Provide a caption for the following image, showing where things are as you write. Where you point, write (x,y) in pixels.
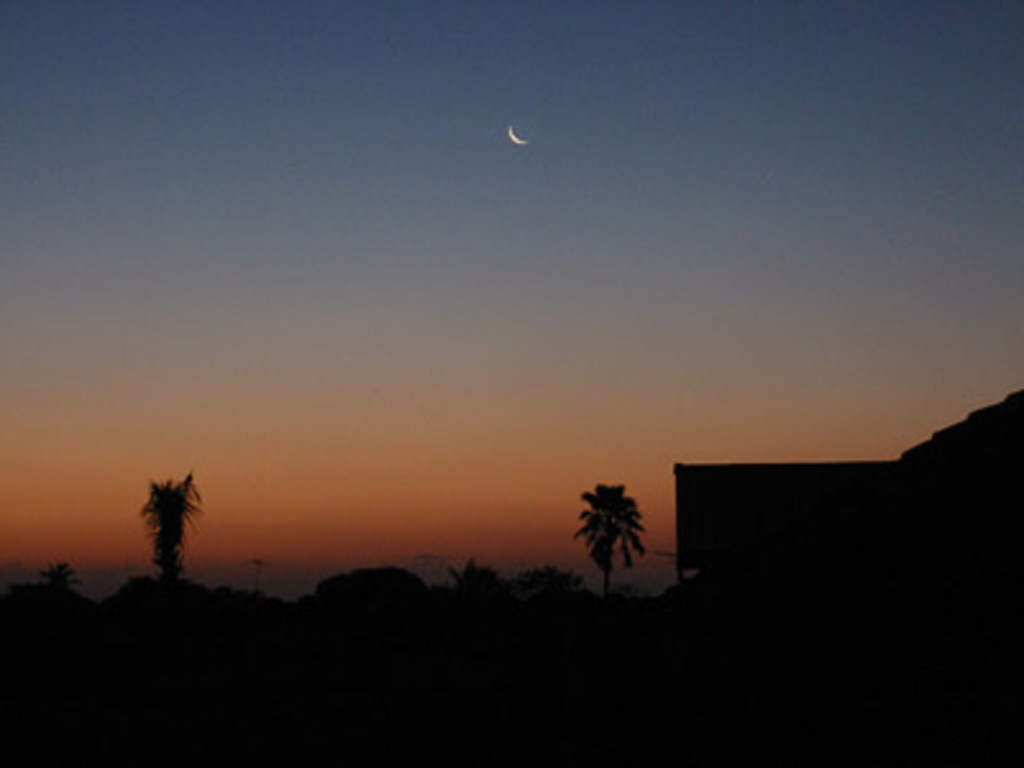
These are trees (169,548), this is sky (776,220).
